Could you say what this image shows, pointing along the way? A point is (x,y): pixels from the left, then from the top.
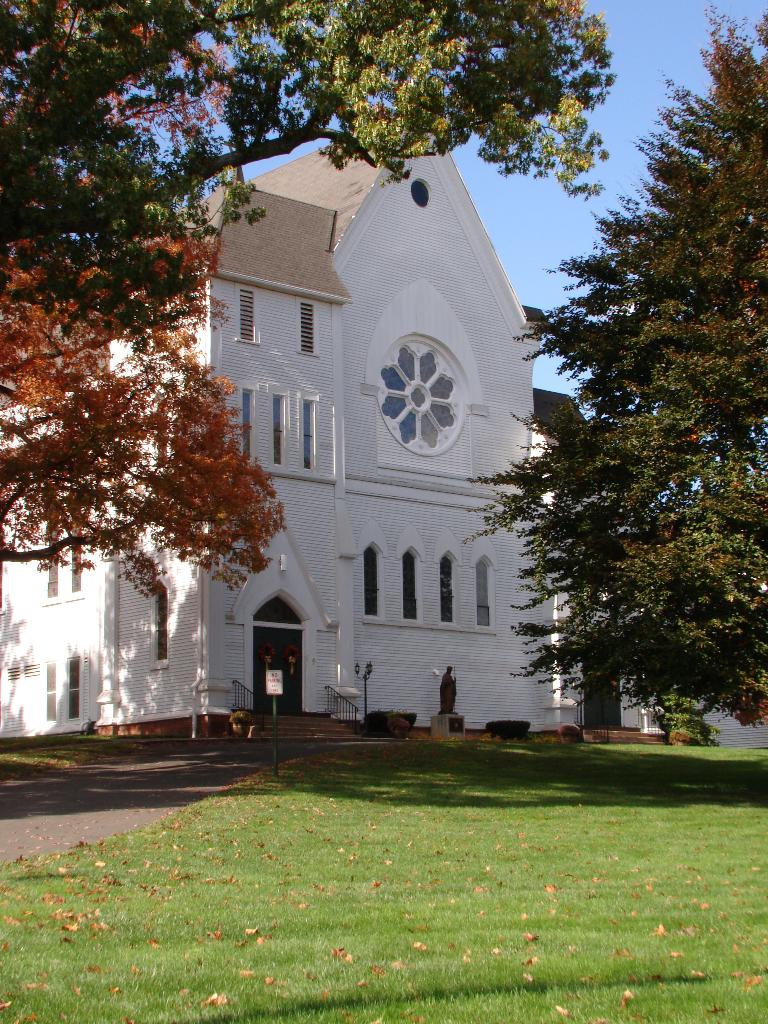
In this image we can see a building (360,412) with windows (286,618) and door (284,638). In front of the building (291,681) there are steps (303,722) with railings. Also there is a statue (447,687) on a pedestal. There are trees (710,351). On the ground (488,853) there is grass (498,914). In the background (546,277) there is sky (621,97).
